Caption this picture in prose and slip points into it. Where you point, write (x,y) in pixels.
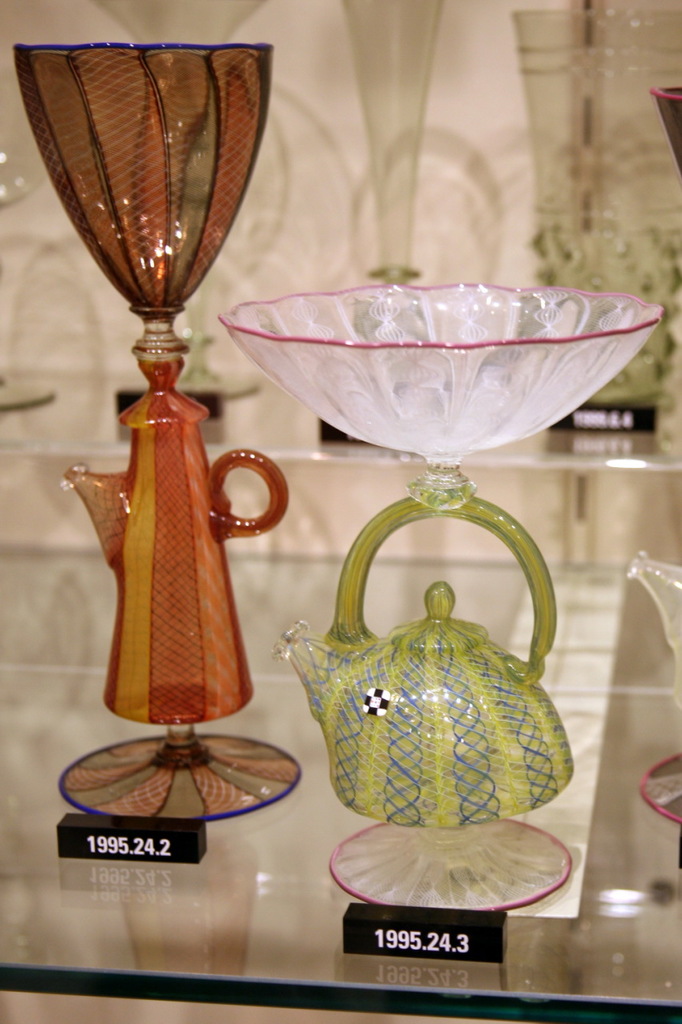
This picture contains a kettle (450,676) which is green in color which is placed on a glass table (532,919). Above the kettle (418,641), there is a white bowl (411,395). Beside this, we see red jar (175,521) which is placed on the table (22,764). In front of these two items (102,806), we see a tag (132,832) with number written on it.
